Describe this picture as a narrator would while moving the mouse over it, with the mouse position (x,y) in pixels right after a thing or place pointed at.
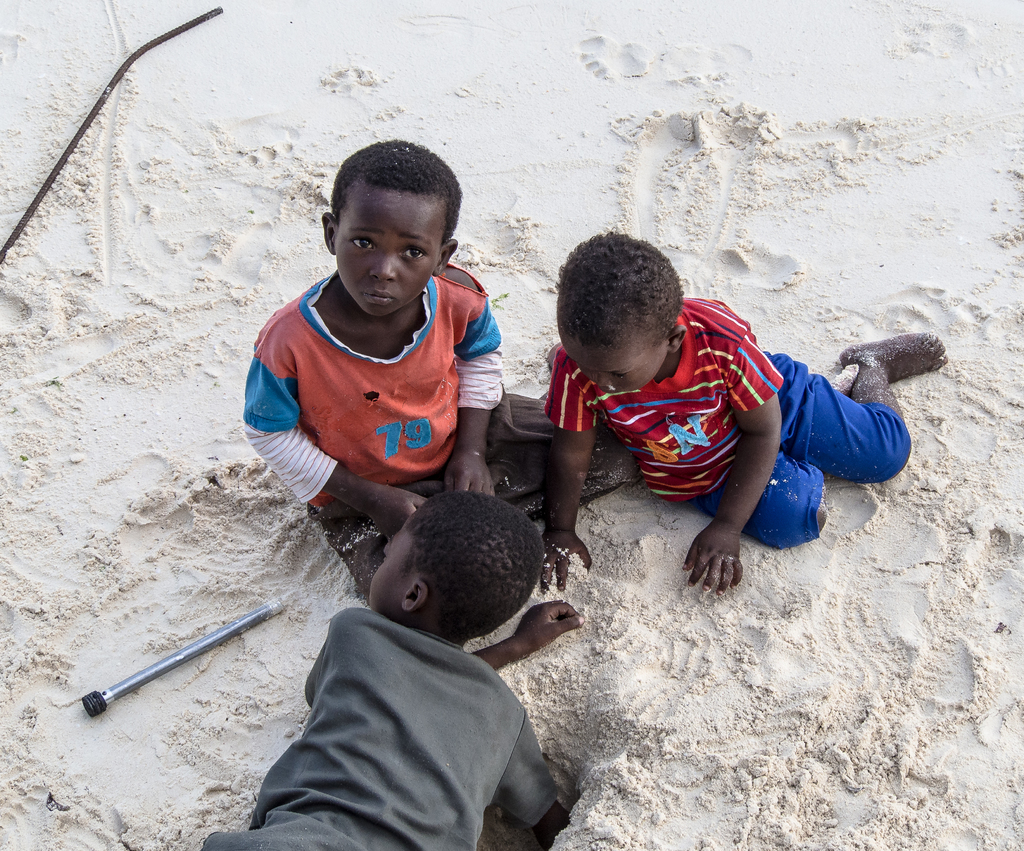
In this picture I can see there are three kids (582,463) here sitting and playing in the sand (125,675). There are some sticks (92,694) here on the floor (40,213). The kid (402,704) at the bottom (401,707) is wearing a grey color shirt (417,721) and the other kids (733,395) are wearing a orange (451,426) and a red color t-shirts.
